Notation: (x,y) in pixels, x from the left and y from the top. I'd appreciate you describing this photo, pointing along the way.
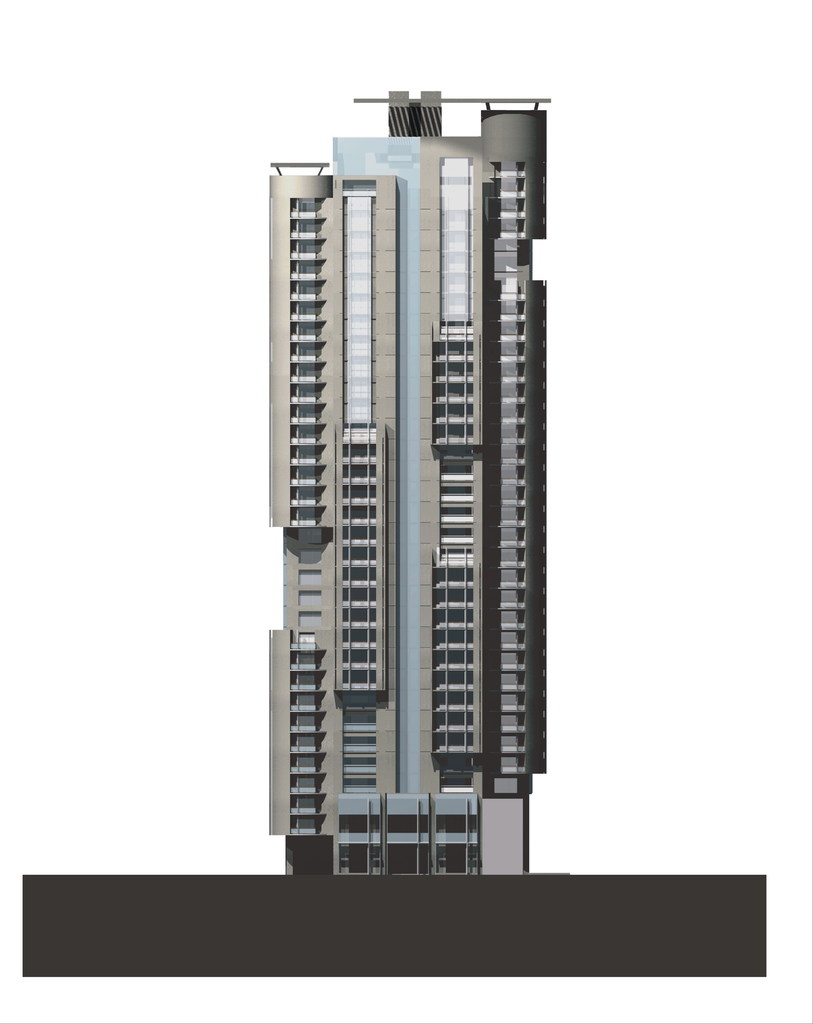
In this image we can see the tower building (441,666). The background of the image (681,714) is in white color.
